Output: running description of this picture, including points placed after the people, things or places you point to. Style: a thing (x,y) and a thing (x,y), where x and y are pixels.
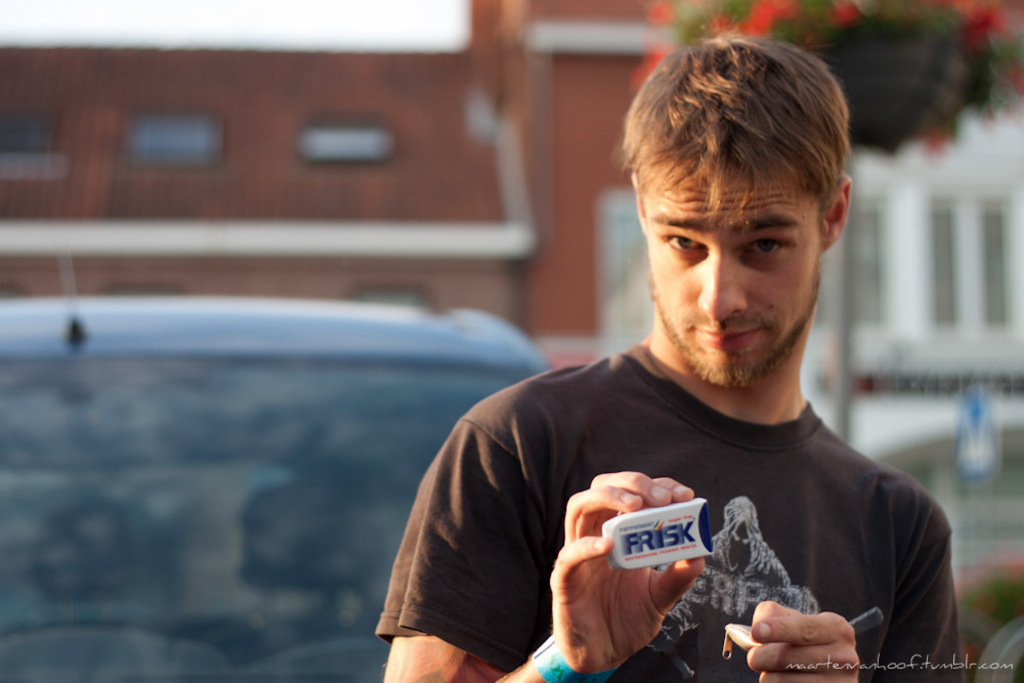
In this picture we can see a man (766,527) is holding something, on the left side (308,513) there is a car (173,527), in the background (584,183) we can see buildings (574,74) and a flower basket (855,73), there is a blurry background (565,104).
